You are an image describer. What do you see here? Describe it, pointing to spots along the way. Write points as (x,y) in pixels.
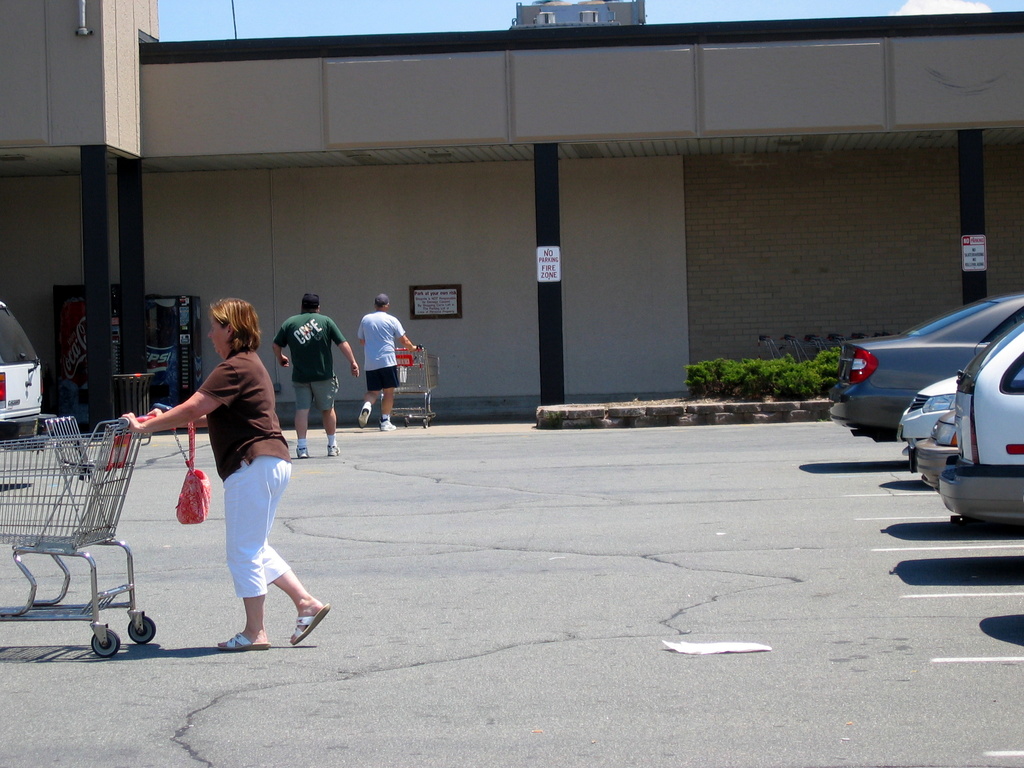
In this image, I can see three persons (296,399) walking. Among them two persons (246,513) are holding the wheel carts (134,455). On the right side of the image (903,435), there are plants (792,376) and vehicles (952,500), which are parked. In the background (451,251), I can see a building (361,110) and the sky (415,26). On the left side of the image (36,405), I can see another vehicle (36,378), a dustbin (136,390) and two vending machines (157,332). There is a board (434,311) attached to a wall (464,297).
